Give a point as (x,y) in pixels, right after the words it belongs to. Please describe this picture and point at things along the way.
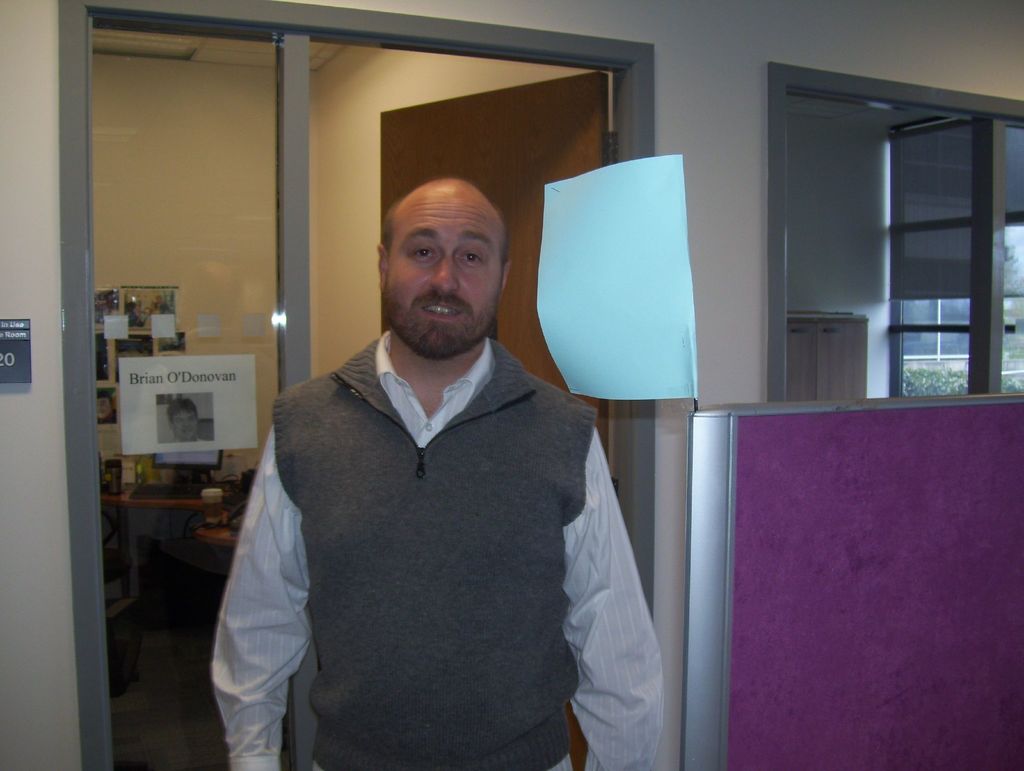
In the center of the image (428,344) we can see a man (441,449) standing. In the background (234,415) there is a room (150,503) and we can see a door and a wall (788,40).
